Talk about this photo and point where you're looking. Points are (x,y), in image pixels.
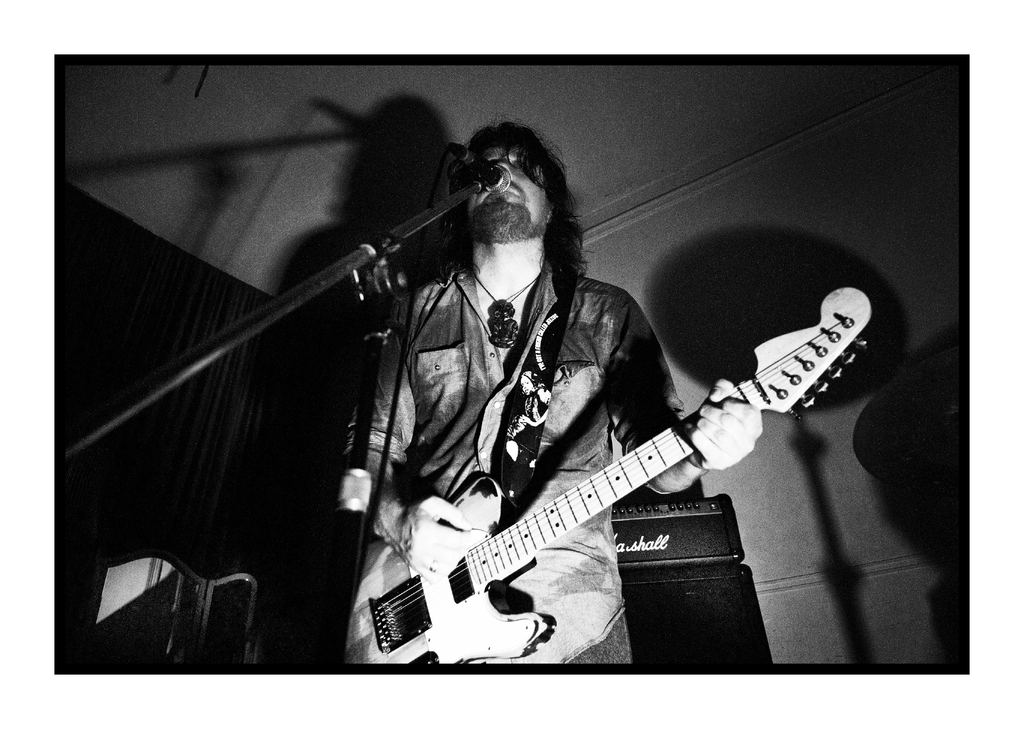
This picture shows a man (523,187) playing a guitar (535,554) in his hands (426,541) in front of a mic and a stand (384,335). In the background (469,110) there is a wall (304,170).
